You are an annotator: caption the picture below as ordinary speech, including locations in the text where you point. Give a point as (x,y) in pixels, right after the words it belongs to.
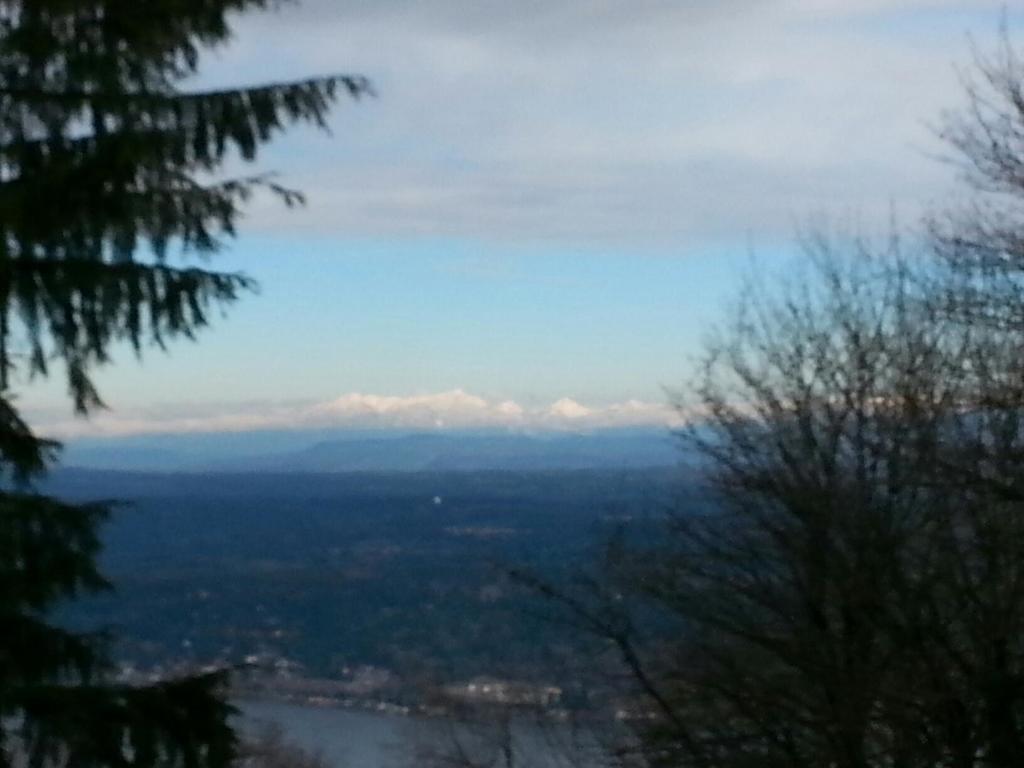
In the image there are trees (76,549) on either side and in the front (345,590) the land (309,569) is totally covered with plants (309,569) and trees (444,554) all over it and above its sky (521,304) with clouds (233,412).
